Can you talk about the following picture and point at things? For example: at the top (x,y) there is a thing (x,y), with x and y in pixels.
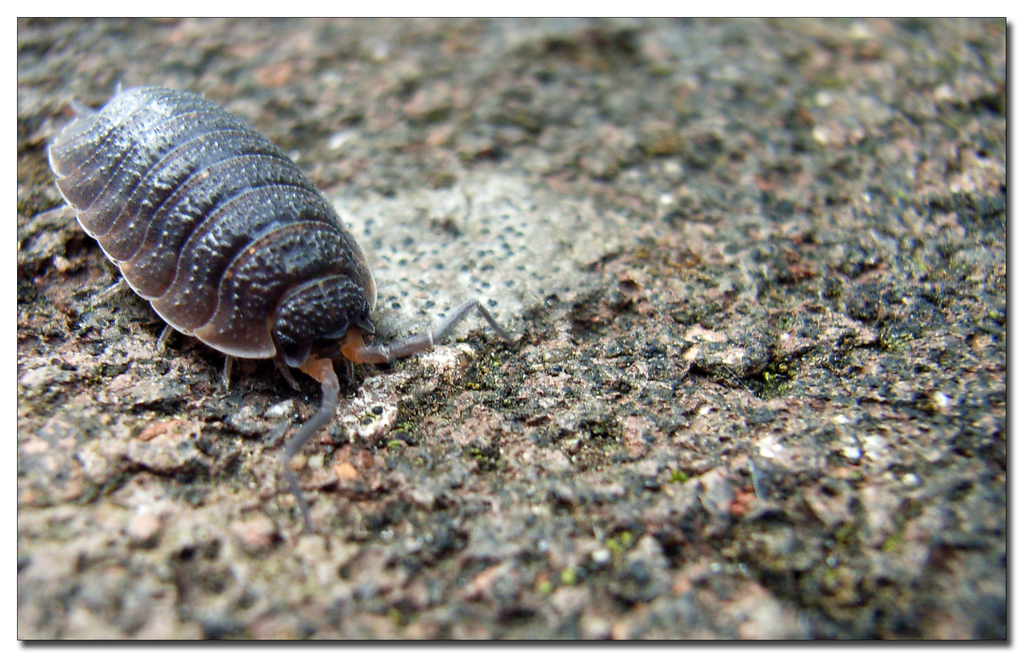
In this image we can see a insect (76,117) on the floor (562,512).
